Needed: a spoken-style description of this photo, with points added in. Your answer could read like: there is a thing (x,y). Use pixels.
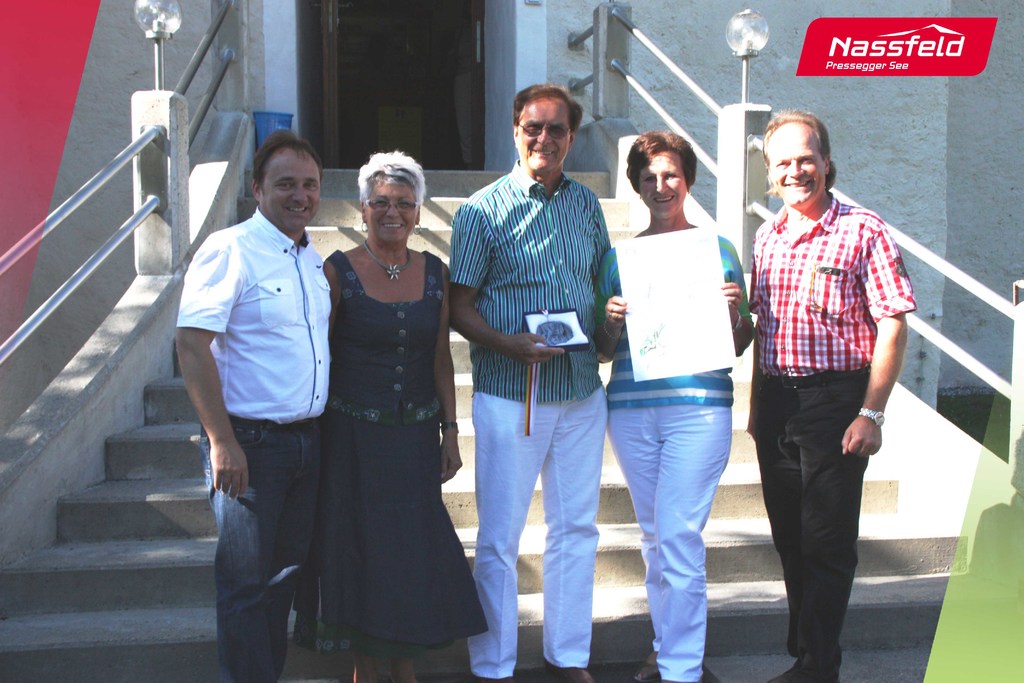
In this picture there are people (852,237) those who are standing in the center of the image (448,252), on stairs (28,582) and there is a staircase (124,609) in the center of the image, there is a door (409,89) at the top side of the image (438,18), there is a lady (665,437) who is standing on the right side of the image (749,319), by holding a paper (656,312) in her hands (623,310).
